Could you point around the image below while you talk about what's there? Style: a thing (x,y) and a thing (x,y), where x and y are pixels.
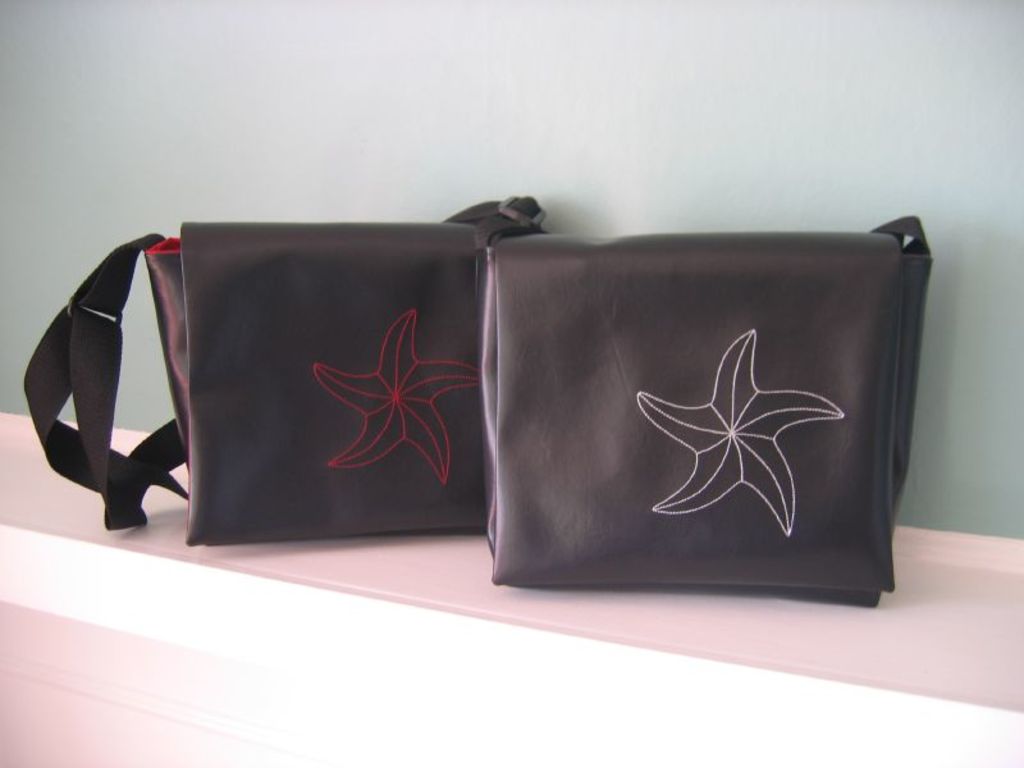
There are two hand bags (570,460) in a shelf (468,644) and the bags (423,392) has a starfish symbol (421,404) on it.
